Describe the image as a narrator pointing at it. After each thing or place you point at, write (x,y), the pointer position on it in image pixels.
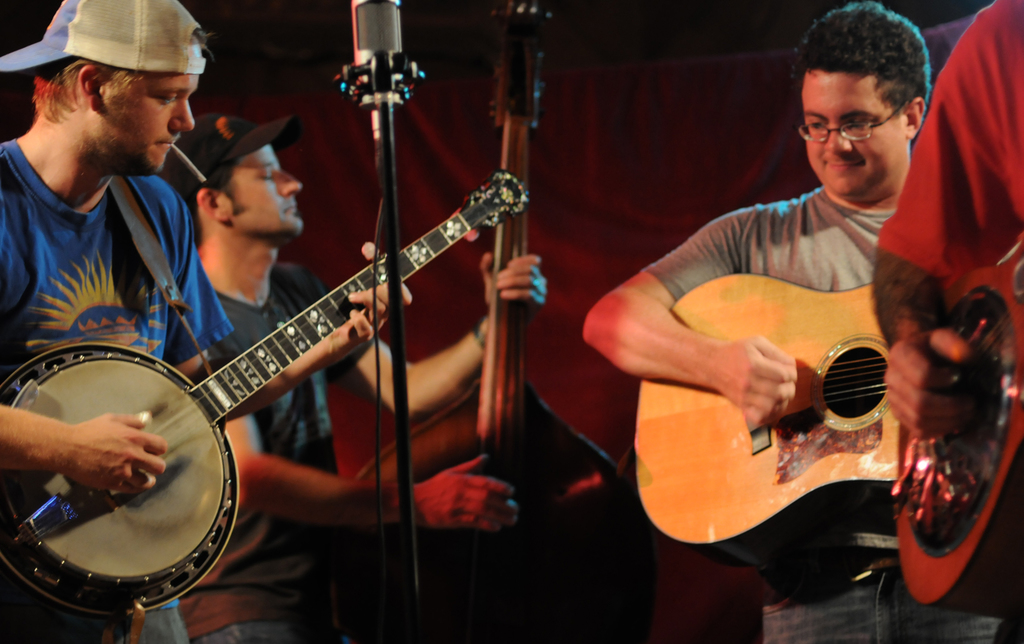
There are group of people (678,376) playing guitar (865,337).
